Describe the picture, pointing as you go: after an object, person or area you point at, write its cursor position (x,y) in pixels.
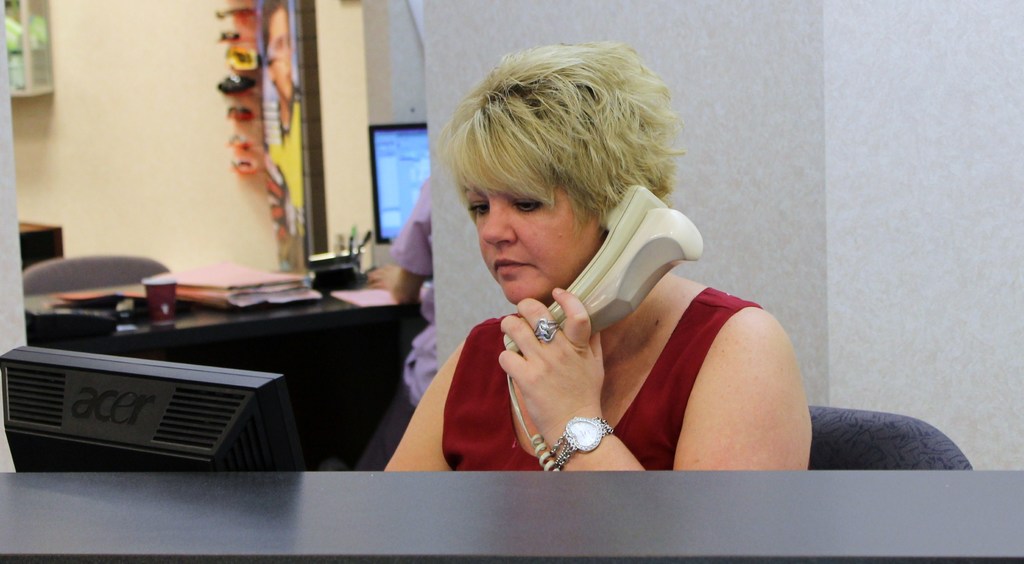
In the center of the image (470,351) there is a lady (636,349) holding a phone (616,225) sitting in a chair (815,414). In the background of the image (662,62) there is wall (630,39). There is a monitor screen (62,352). There is a table (381,335) on which there are objects (313,280). There is a person (408,227).
